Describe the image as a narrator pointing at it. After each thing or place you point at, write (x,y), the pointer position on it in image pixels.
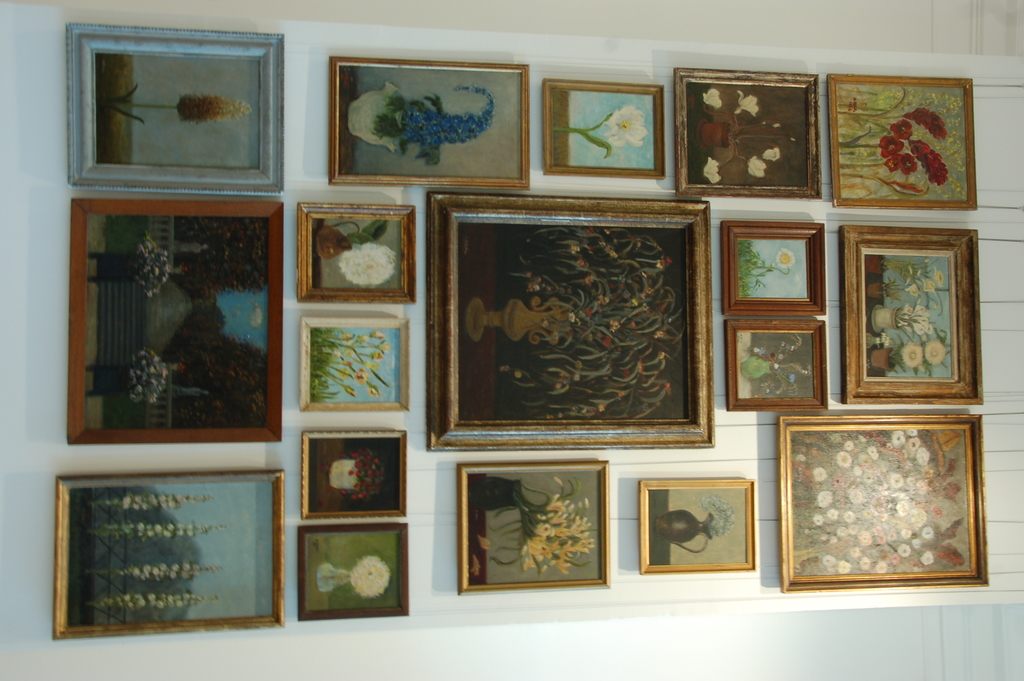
In this image we can see photo frames (476,382) to the wall (622,518).
